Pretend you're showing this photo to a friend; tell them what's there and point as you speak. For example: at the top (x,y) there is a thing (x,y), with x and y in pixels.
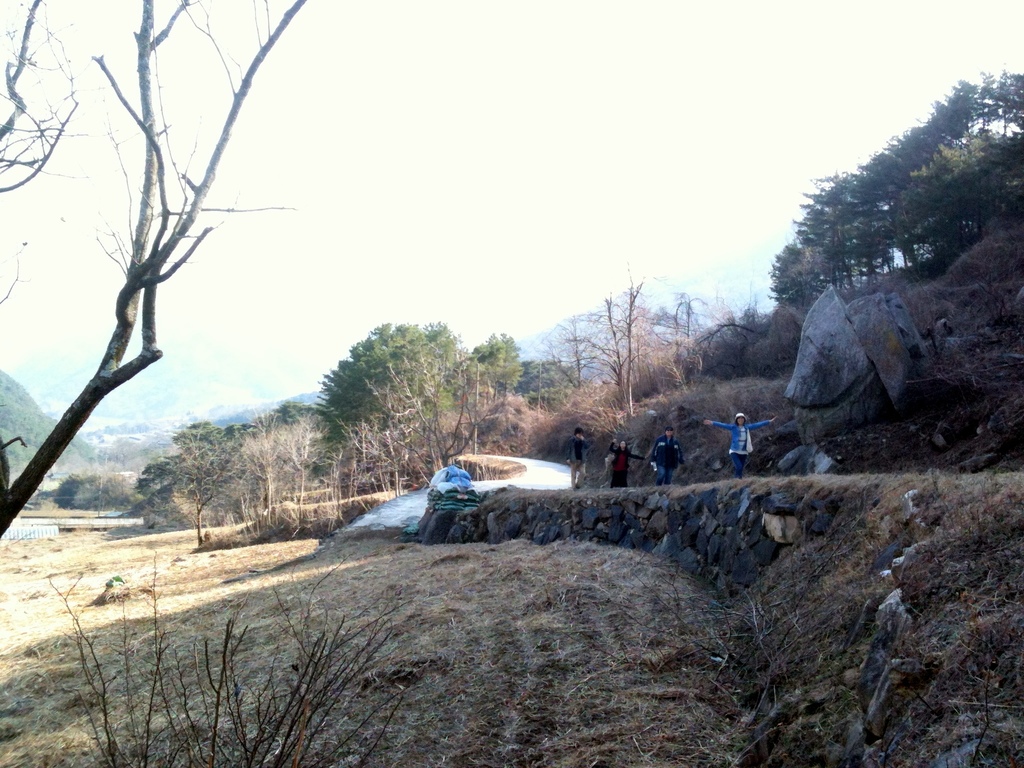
In the foreground of this image (663,696), there is grass (509,693) and a plant (280,739) on the bottom (390,758) and a tree (63,449) on the left (44,145). In the background (668,477), there are four persons (623,469) walking on the path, few stones (841,361), mountains (89,361) and the sky (478,153).
